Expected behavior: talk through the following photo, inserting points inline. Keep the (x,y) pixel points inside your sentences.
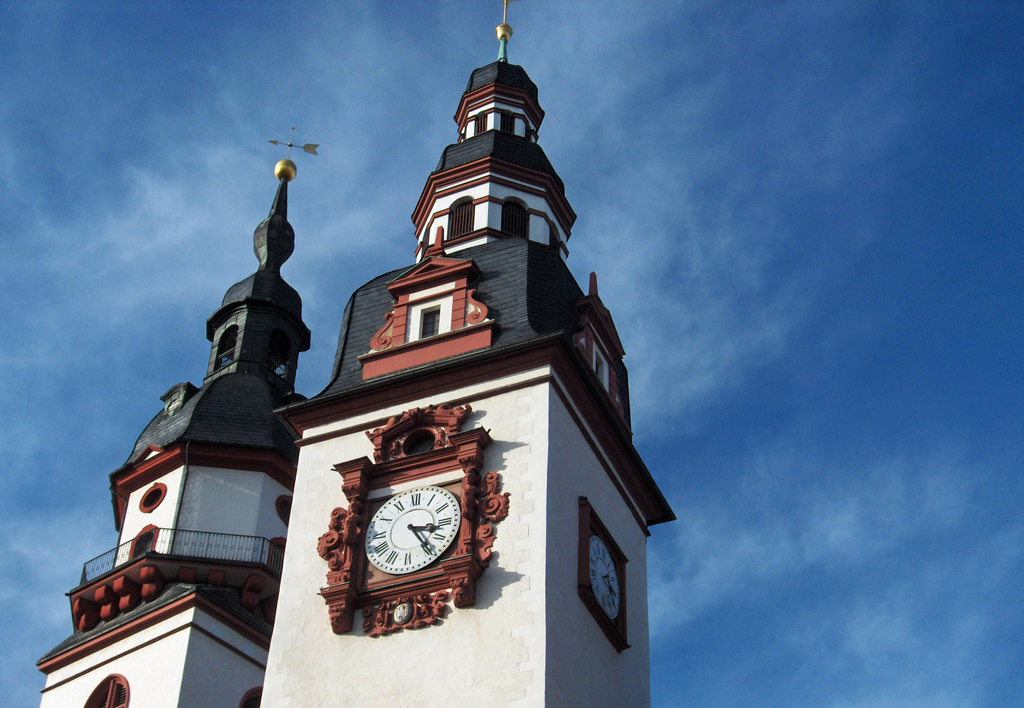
In the foreground of this image (246,451), there is a building (458,575) and a clock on it. On the top (851,50), there is the sky (637,52) and the cloud (625,35).
